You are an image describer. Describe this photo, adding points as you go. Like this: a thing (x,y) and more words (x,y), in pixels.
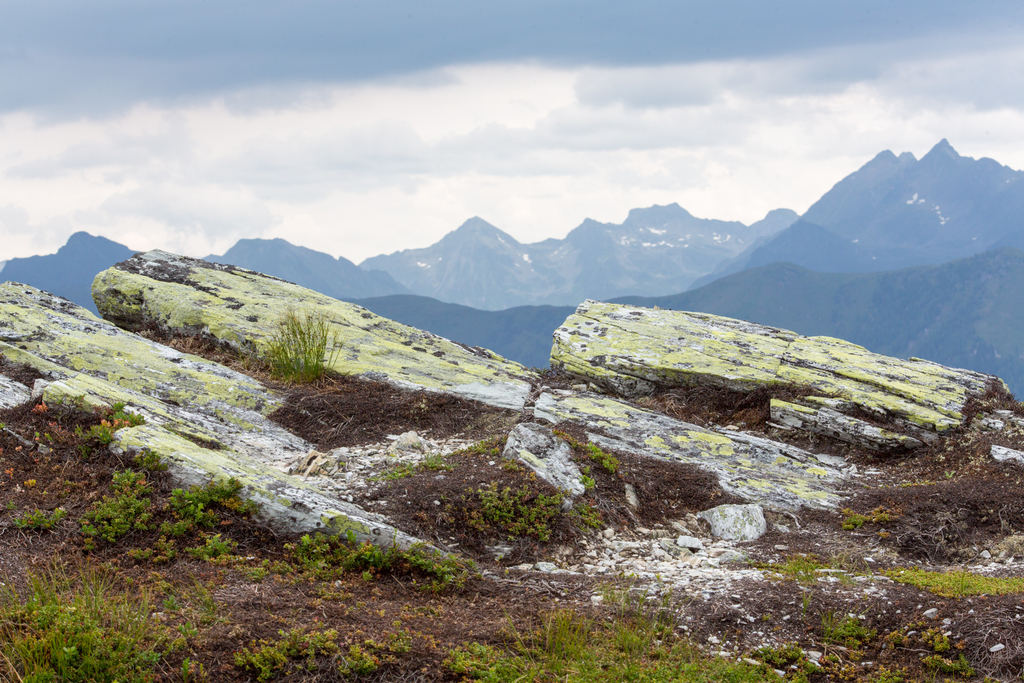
In this image there is the hill (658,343) in the middle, at the top (564,133) I can see the sky (671,150) and at the bottom (589,564) I can see hill (274,508), on which I can see grass (54,588).
